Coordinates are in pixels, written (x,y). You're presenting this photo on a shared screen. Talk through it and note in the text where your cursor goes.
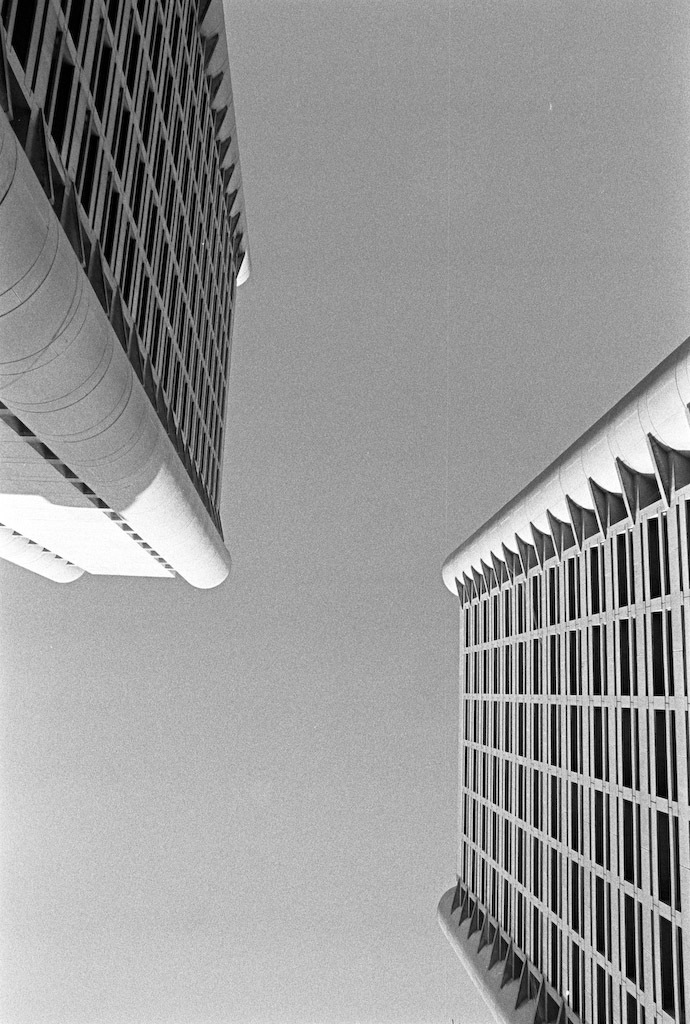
This is a black and white image. I can see buildings (185,331) and the sky (283,261).
